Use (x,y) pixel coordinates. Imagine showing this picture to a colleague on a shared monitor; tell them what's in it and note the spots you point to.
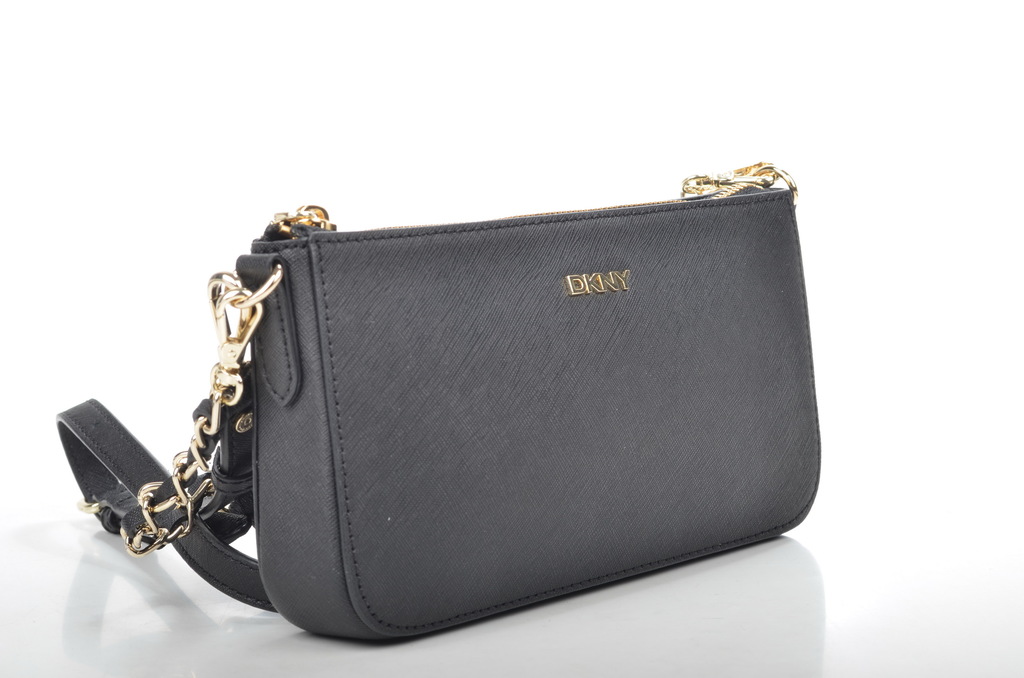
This picture is consists of a hand bag (302,227), it is grey in color and at the place of handles (257,321) here it is golden chain (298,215).
